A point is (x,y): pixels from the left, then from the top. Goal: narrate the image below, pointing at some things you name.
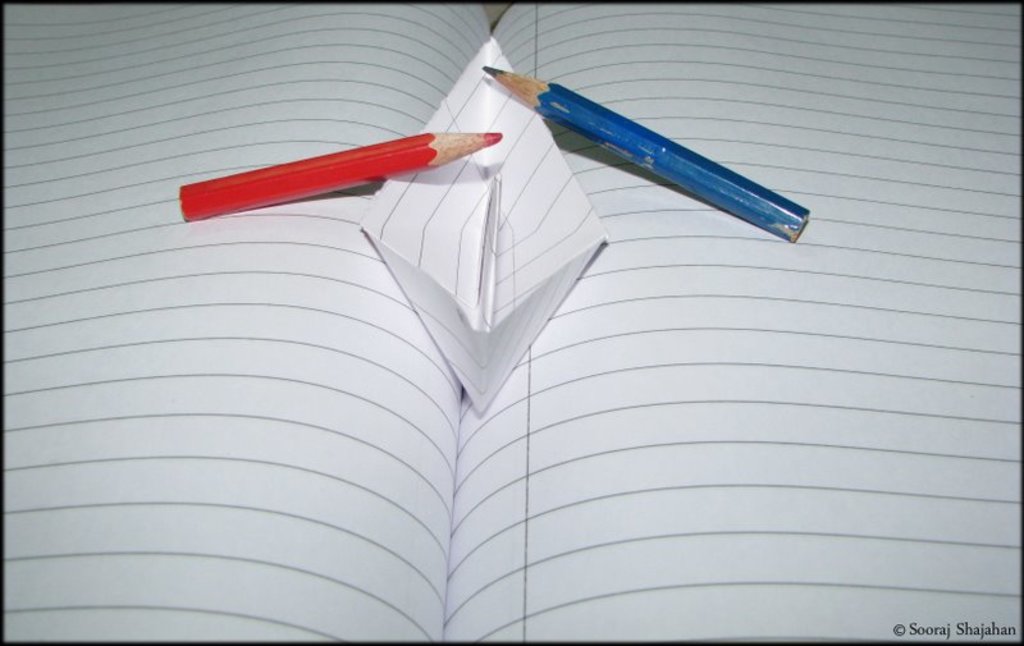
In this image we can see an opened book (439,413). On the book (566,299) there are pencils (458,141) and a boat (518,260) made with paper (485,304). In the right bottom corner (963,623) something is written.
